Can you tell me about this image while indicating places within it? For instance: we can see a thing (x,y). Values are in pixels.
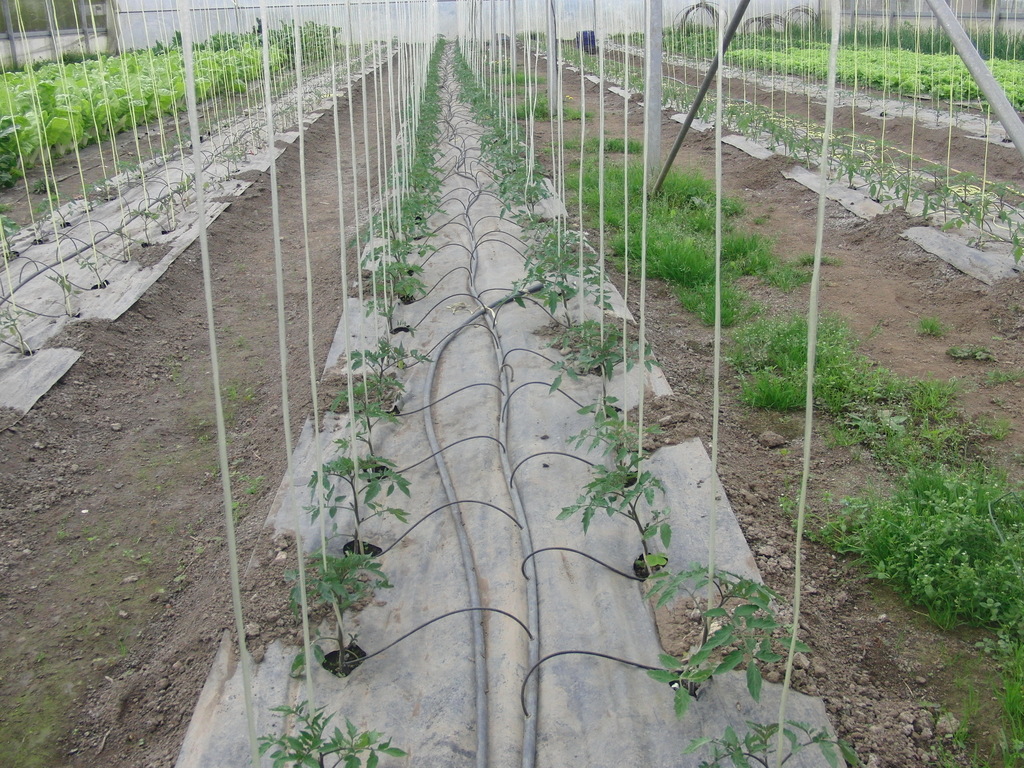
This image consists of plants (925,29). At the bottom (115,540), there is ground (34,484). In the background (44,14), it looks like a wall (625,20).
